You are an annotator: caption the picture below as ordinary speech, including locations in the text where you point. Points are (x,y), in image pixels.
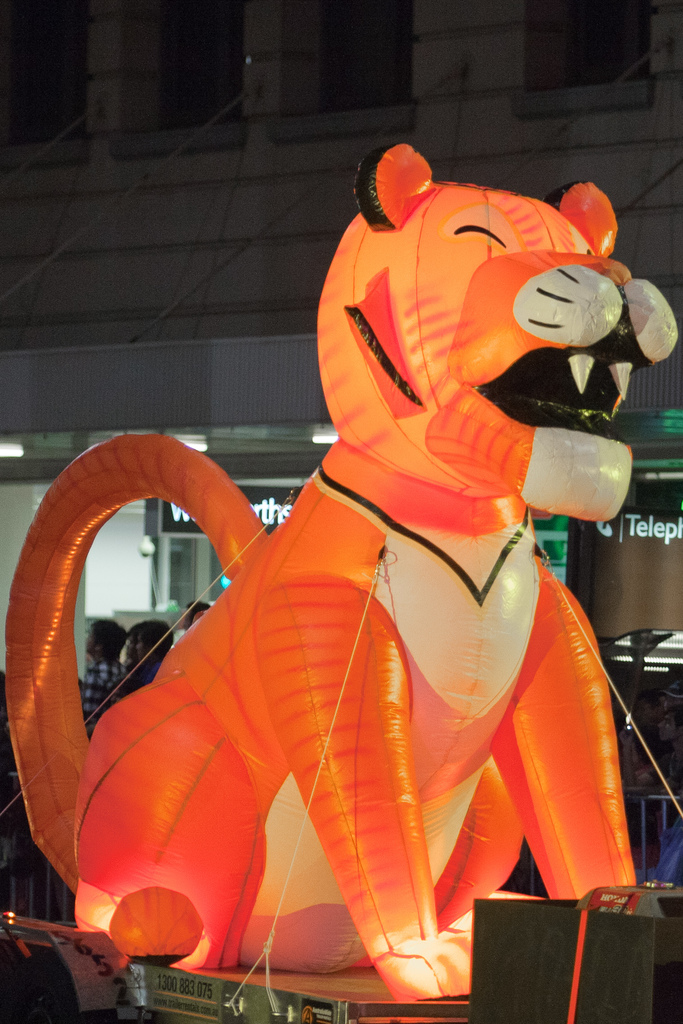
Here we can see toy animal (433,735) on the surface (166,966). Background (55,337) we can see wall (226,281) and people (677,695).
